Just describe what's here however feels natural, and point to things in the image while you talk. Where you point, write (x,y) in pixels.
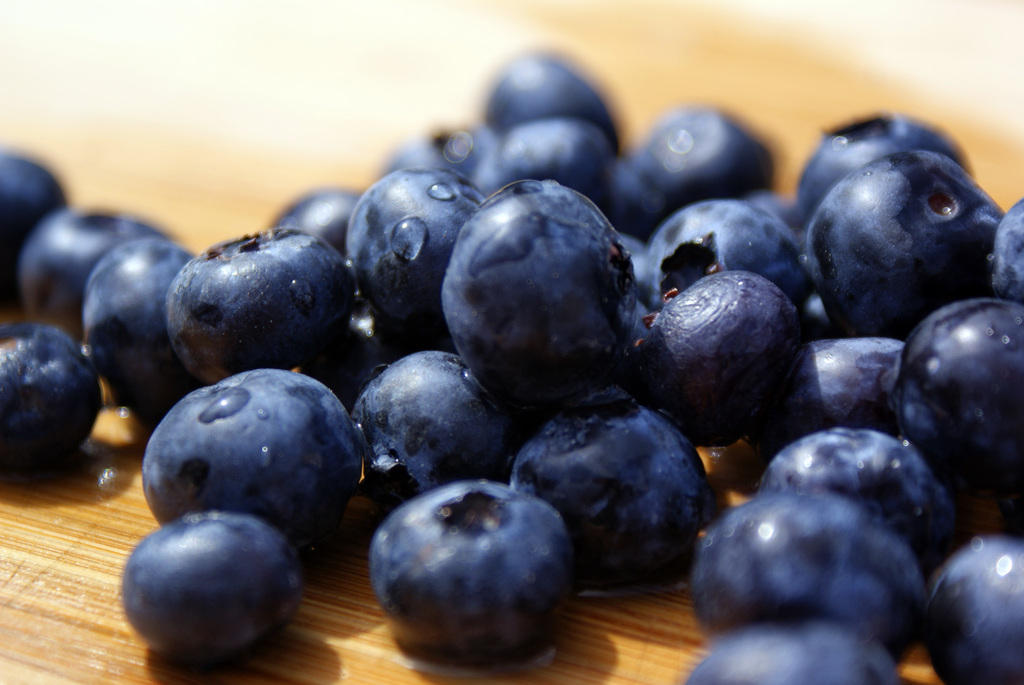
In this image we can see berries (406,480) placed on the wooden surface (127,531).
